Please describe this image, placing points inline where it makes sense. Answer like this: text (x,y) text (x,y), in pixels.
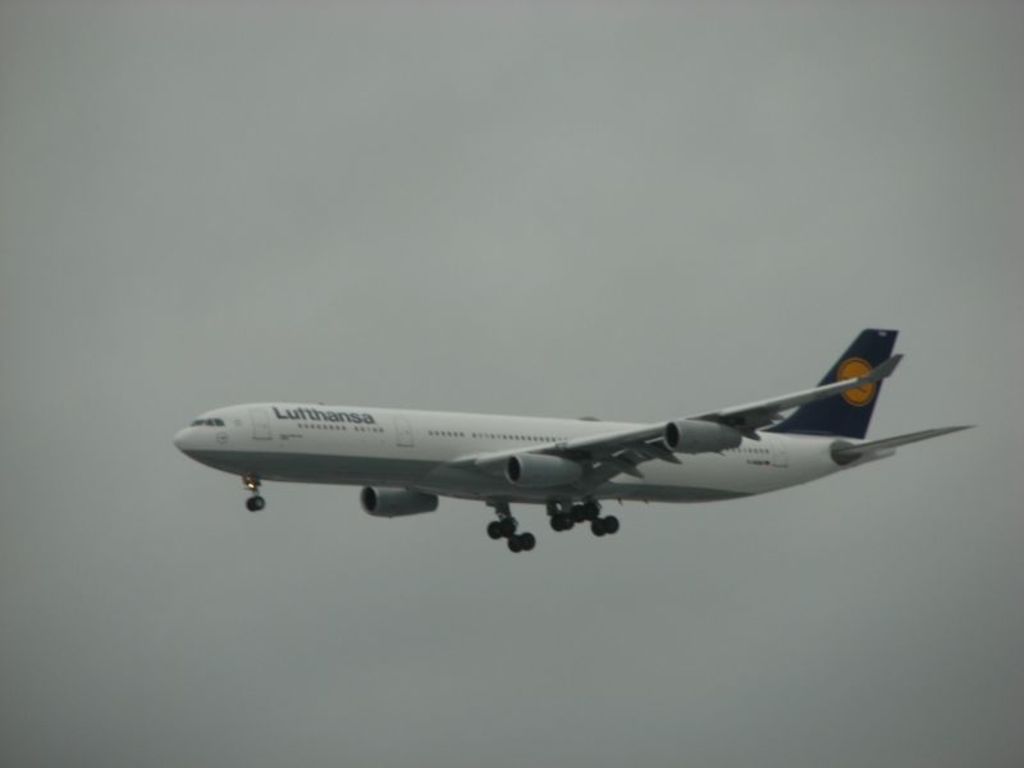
In this image I can see a flight (460,481).
